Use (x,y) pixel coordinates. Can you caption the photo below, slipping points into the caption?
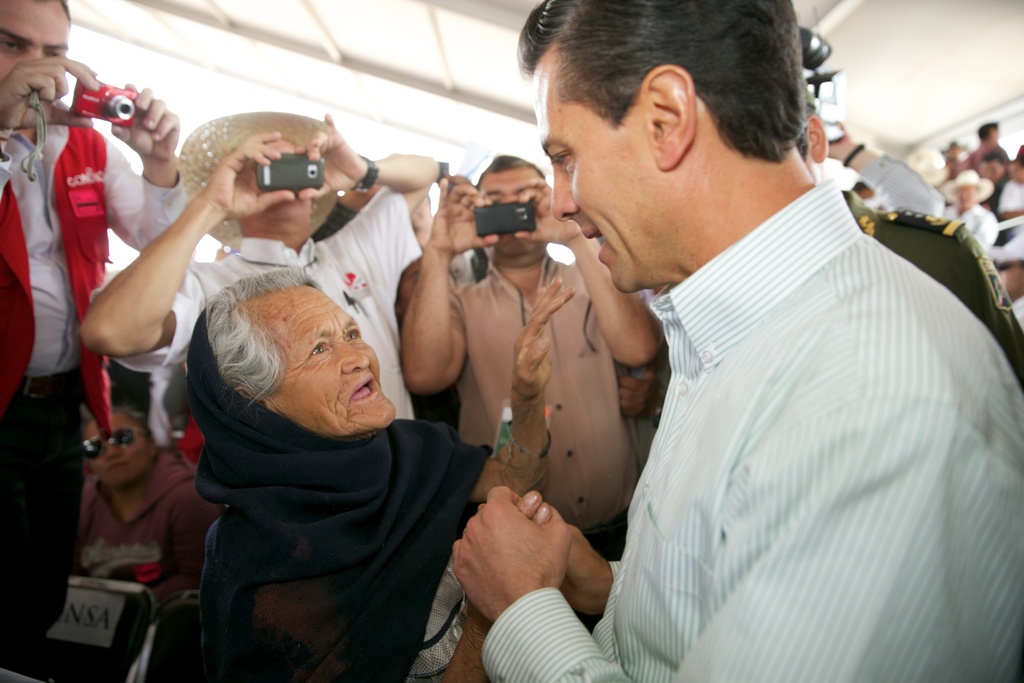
In the center of the picture (347,388) there is a woman (537,455) standing and talking. On the right (742,402) there is a man (756,517) standing and holding the woman's hand (536,503). In the background (417,207) there are lot of people (456,238) holding mobile phones (498,225) and cameras (129,117). On the top (362,32) there is ceiling (388,74).
